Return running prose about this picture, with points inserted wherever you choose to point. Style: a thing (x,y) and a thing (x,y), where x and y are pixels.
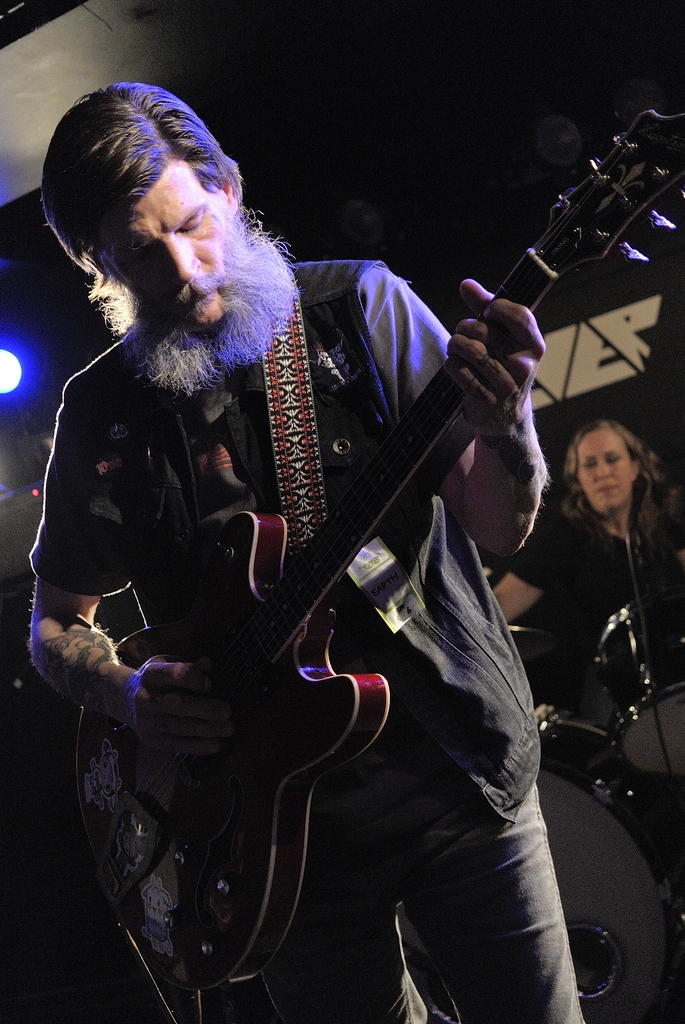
In this picture we can see man (137,145) holding guitar (334,535) in his hand (500,299) and playing it and at back of him we can see women (580,535) playing drums (553,744) and in background (357,187) we can see light (8,344) and it is dark.
